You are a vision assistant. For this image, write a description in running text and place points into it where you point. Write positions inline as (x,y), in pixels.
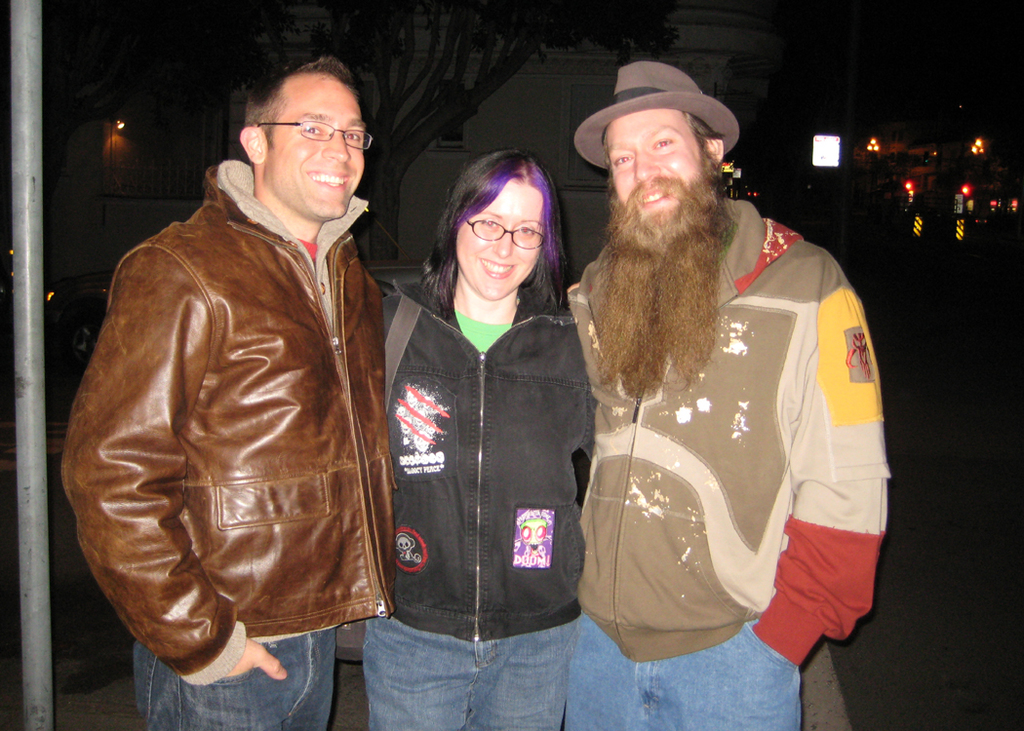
In this image, we can see three people (595,574) are standing side by side. They are watching and smiling. Here a person (655,280) is wearing a hat (651,95). Two people (305,145) are wearing glasses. Background (509,118) we can see house (523,119), window (451,134), tree (382,152), railings (201,185), lights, poles (30,407) and road (928,256).
